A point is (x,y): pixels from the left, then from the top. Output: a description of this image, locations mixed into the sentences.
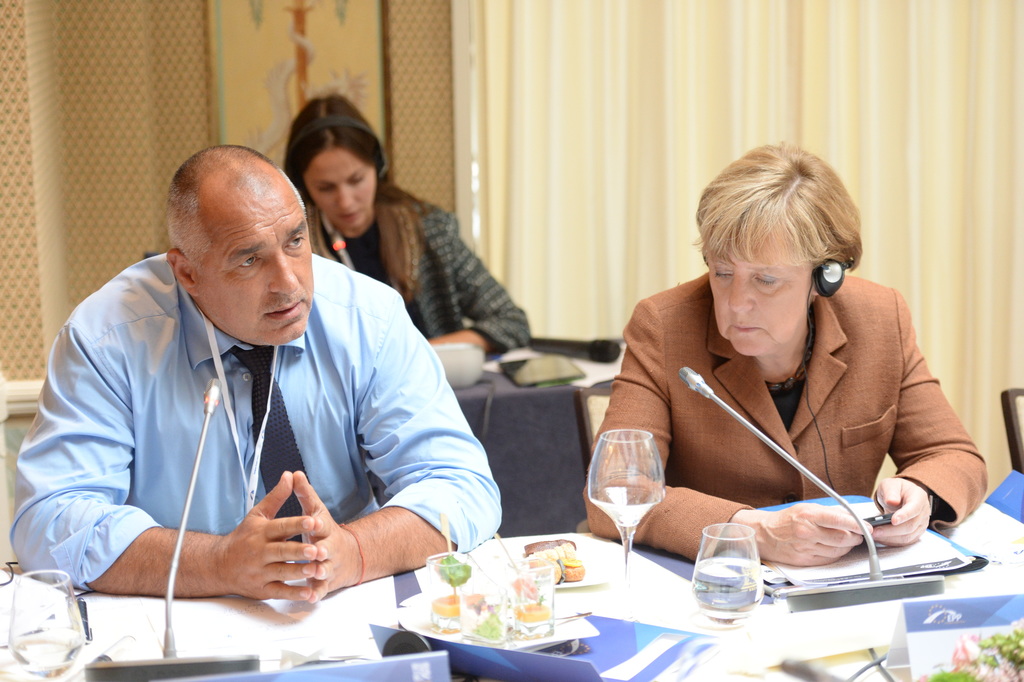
In this image I can see a person (347,356) wearing blue shirt (340,365) and black tie (275,435) is sitting on a chair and a woman (689,412) wearing brown jacket (678,402) is sitting on a chair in front of a table (485,567) and on the table (594,554) I can see few glasses (515,595), few papers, few microphones (690,385), few files (585,655) and few flowers (969,671). In the background (531,332) I can see another woman (496,329) sitting on chair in front of a desk (491,394) and few curtains (610,72).
